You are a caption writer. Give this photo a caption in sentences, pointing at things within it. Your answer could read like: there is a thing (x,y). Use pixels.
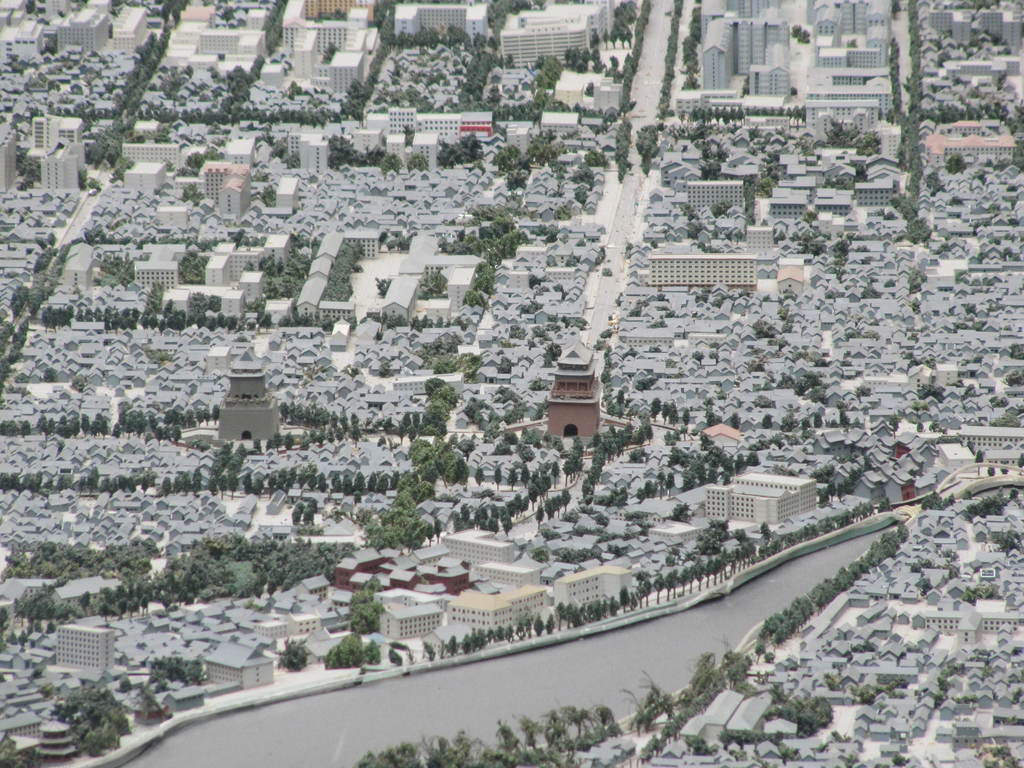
In this image I can see the water (505,672), few trees (445,751) which are green in color and roofs (336,608) of number of buildings (302,600) which are grey in color. I can see the road (600,322).
